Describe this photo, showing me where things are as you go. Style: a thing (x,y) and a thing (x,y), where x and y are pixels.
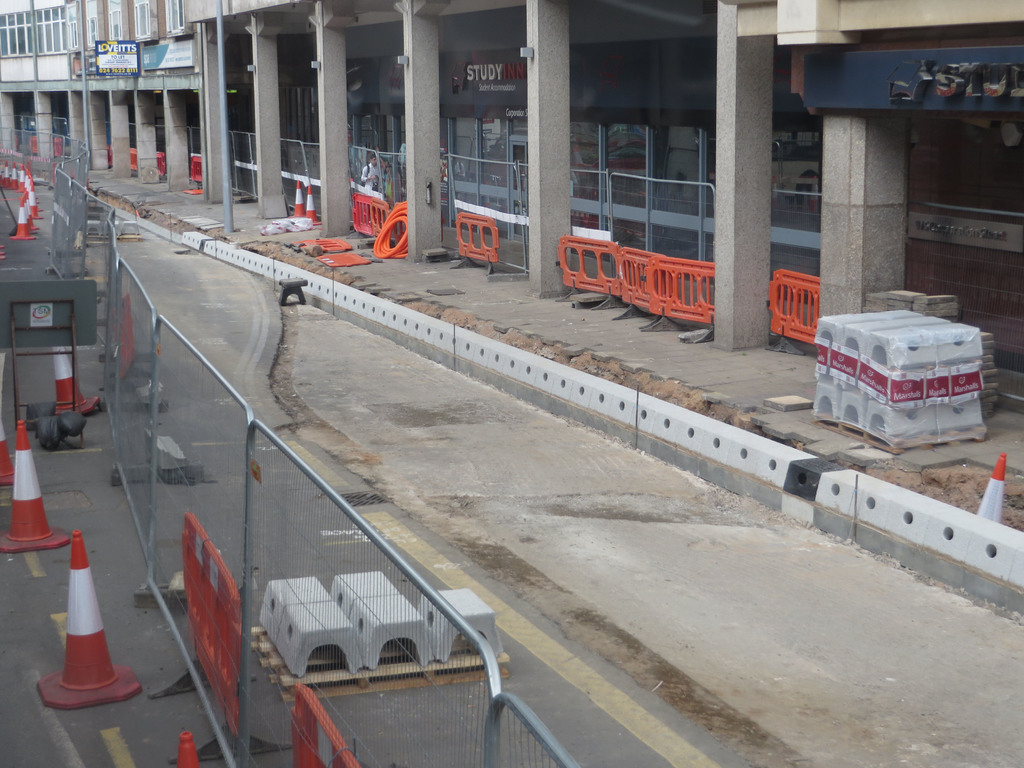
On the right side of the image (950,264) we can see pillars (426,133), windows (457,136), doors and buildings (215,30). On the left side of the image (309,689) we can see fencing (56,206), traffic cones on the road (120,652).
